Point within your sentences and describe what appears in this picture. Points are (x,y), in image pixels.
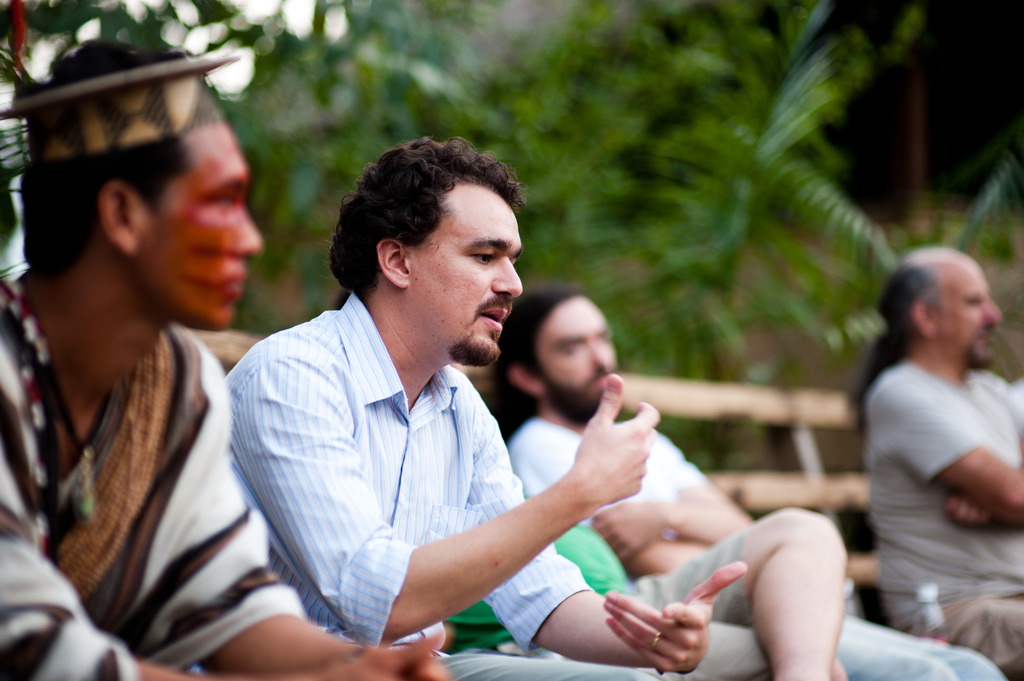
In this picture there are people (453,421) sitting on a bench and we can see bottles (937,611). In the background of the image (713,183) it is blurry and we can see leaves (690,138).
